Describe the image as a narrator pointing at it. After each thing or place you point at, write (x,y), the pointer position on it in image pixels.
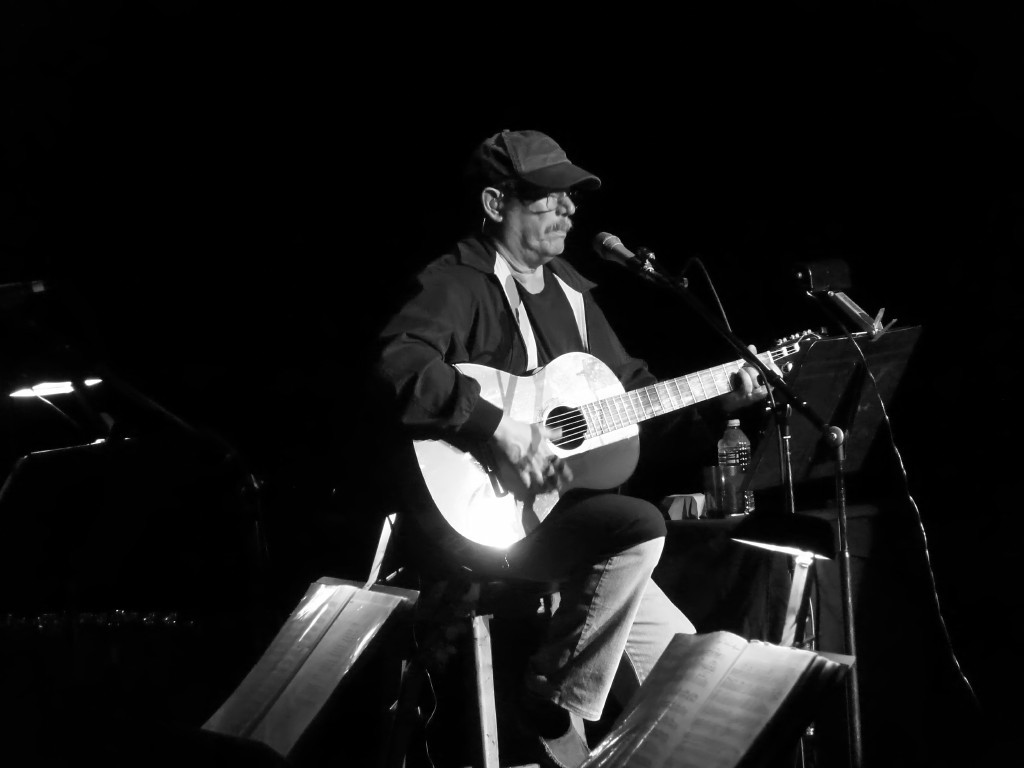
a person (604,509) is sitting and playing guitar (545,407) wearing a cap (538,154). in front of him there is a microphone (623,245). at the back (739,447) there is a plastic bottle (735,461). in the front (760,680) there are books (350,641).
